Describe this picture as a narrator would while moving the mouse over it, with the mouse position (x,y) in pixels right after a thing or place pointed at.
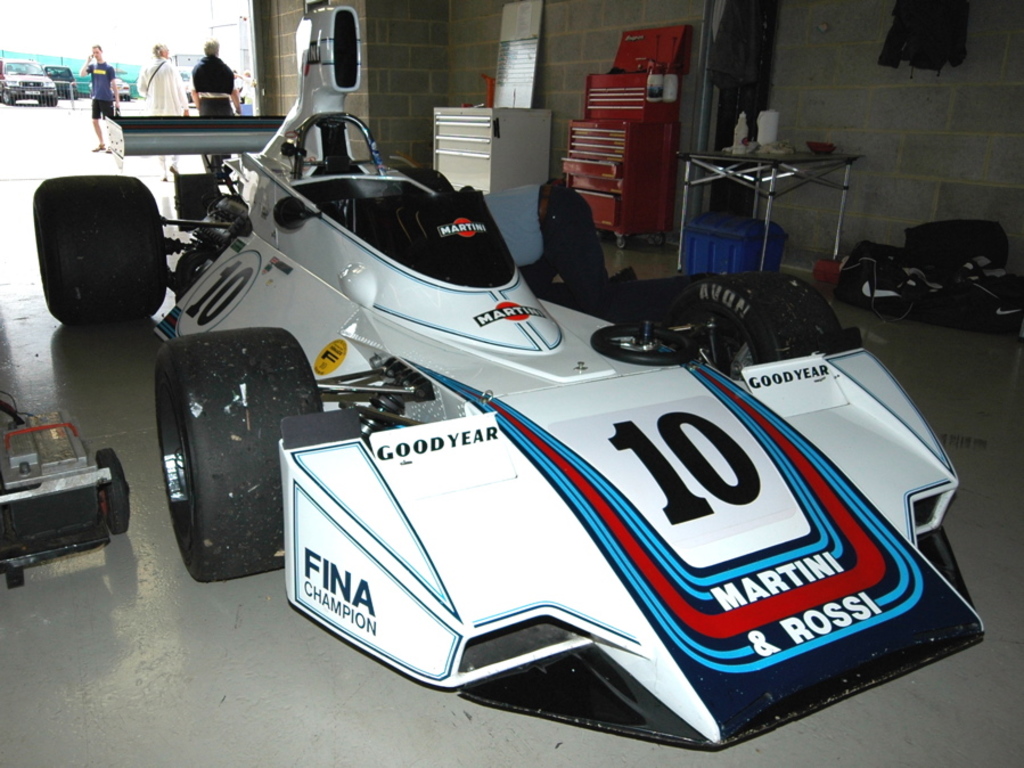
In this picture I can see the racing car (368,266) which are placed in the room (591,740), beside that I can see the table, boxes (441,118) and other objects (973,261). In the back (151,69) there are three persons (97,85) who are standing near to the door (257,107). In the background (130,98) I can see many cars (68,82) which are parked near to the green color object (131,90). In the top left corner (144,19) I can see the sky (77,16).
